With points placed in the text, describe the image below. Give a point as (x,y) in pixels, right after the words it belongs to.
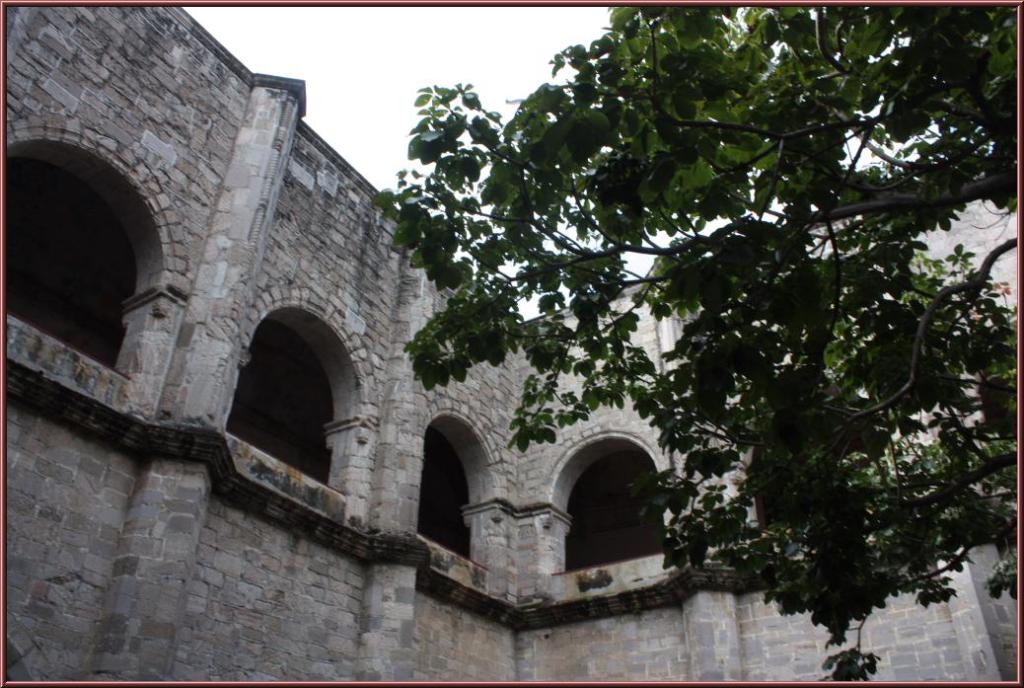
In this image in the front (841,282) there is a tree (684,337). In the background (313,393) there is a building (320,419) and the sky (447,44) is cloudy.
